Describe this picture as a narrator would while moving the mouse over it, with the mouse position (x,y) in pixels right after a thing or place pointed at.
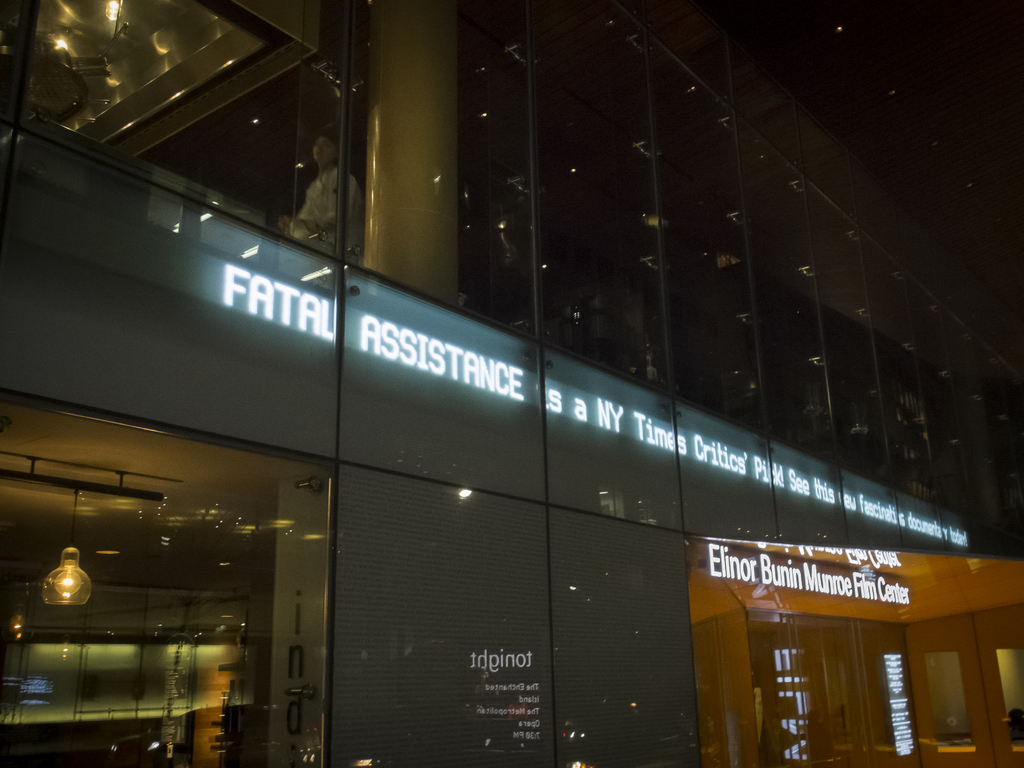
In this picture we can see a glass building (220,599), on which we can see some text (955,542) and we can see a person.
